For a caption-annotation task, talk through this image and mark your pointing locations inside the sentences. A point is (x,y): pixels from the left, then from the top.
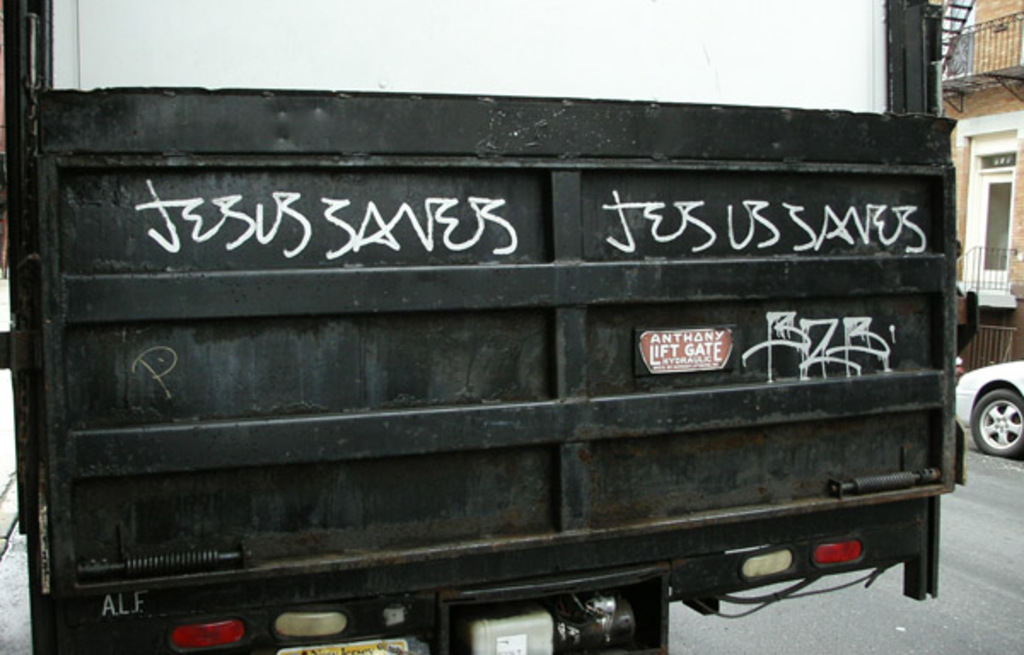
In this image in the foreground (244,366) there is one vehicle (244,321), and on the vehicle (287,227) there is some text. And at the bottom (290,621) there are lights (313,625) and engine (560,614) is visible, and on the right side of the image (979,182) there are buildings (958,263) and car (991,372). At the bottom (886,616) there is road (836,603).
